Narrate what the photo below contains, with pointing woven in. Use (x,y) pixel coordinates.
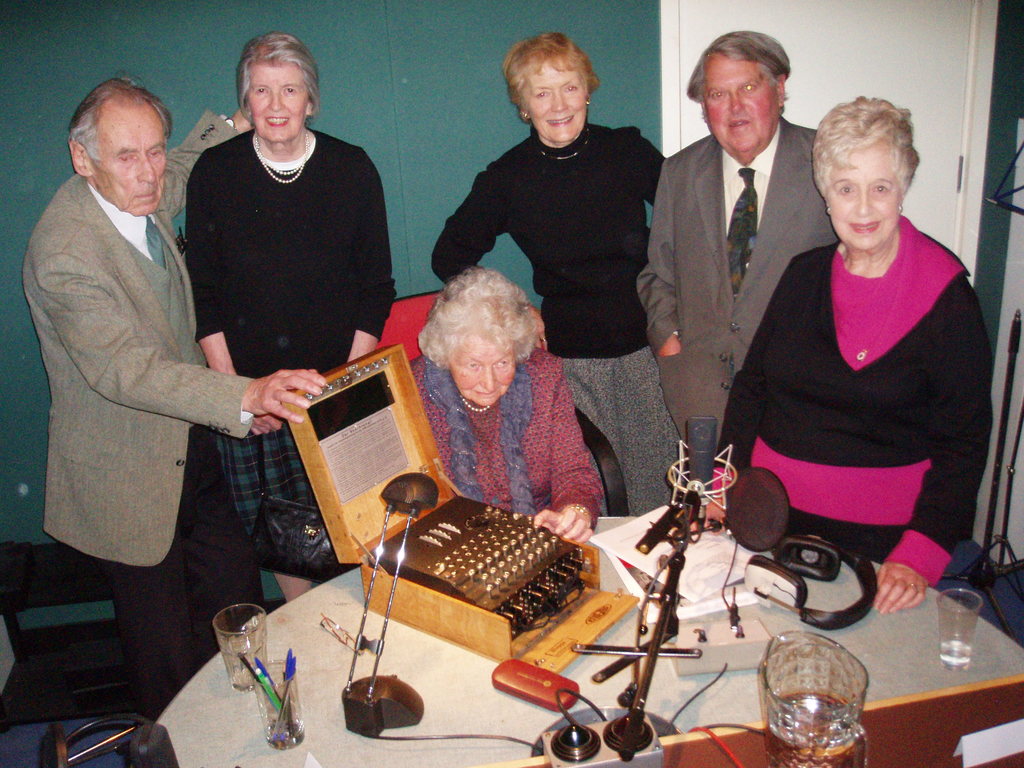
At the bottom of the image (640,641) there is a table (255,714) with glasses (968,616), jar (783,679), papers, headset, mic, typewriter (552,656) and also there are few other items (473,736) on it. Behind the table (854,594) there is a lady (485,389) sitting and few people (680,211) are standing. Behind them there is a green wall (656,84) with white door (946,134).
